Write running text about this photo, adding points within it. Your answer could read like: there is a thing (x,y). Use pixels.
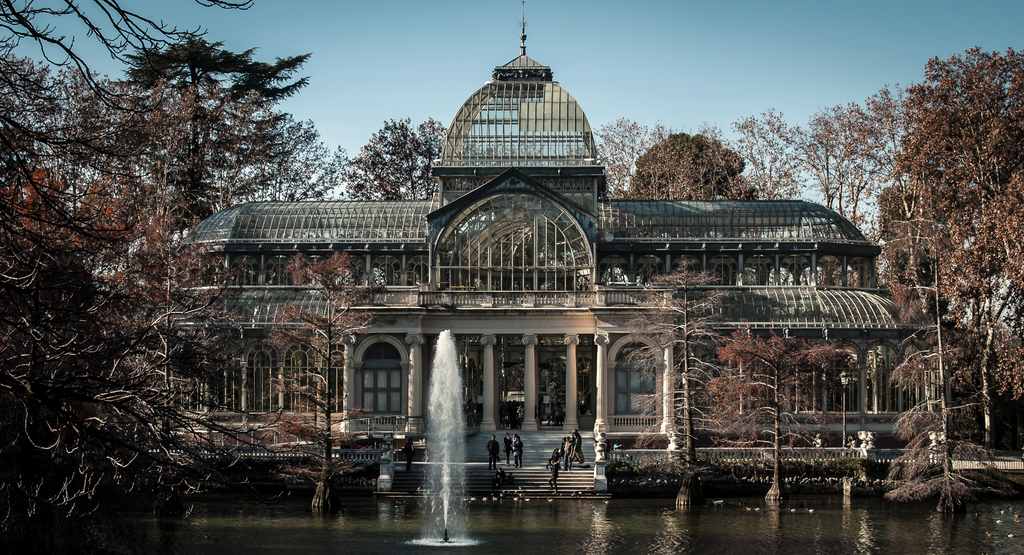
This picture contains a building (544,299). In front of that, we see people (552,460) standing on the staircase (478,476). At the bottom of the picture (668,509), we see water (687,516) and a fountain (452,506). There are many trees (752,190) in the background (797,141). At the top of the picture (582,63), we see the sky (325,59).
